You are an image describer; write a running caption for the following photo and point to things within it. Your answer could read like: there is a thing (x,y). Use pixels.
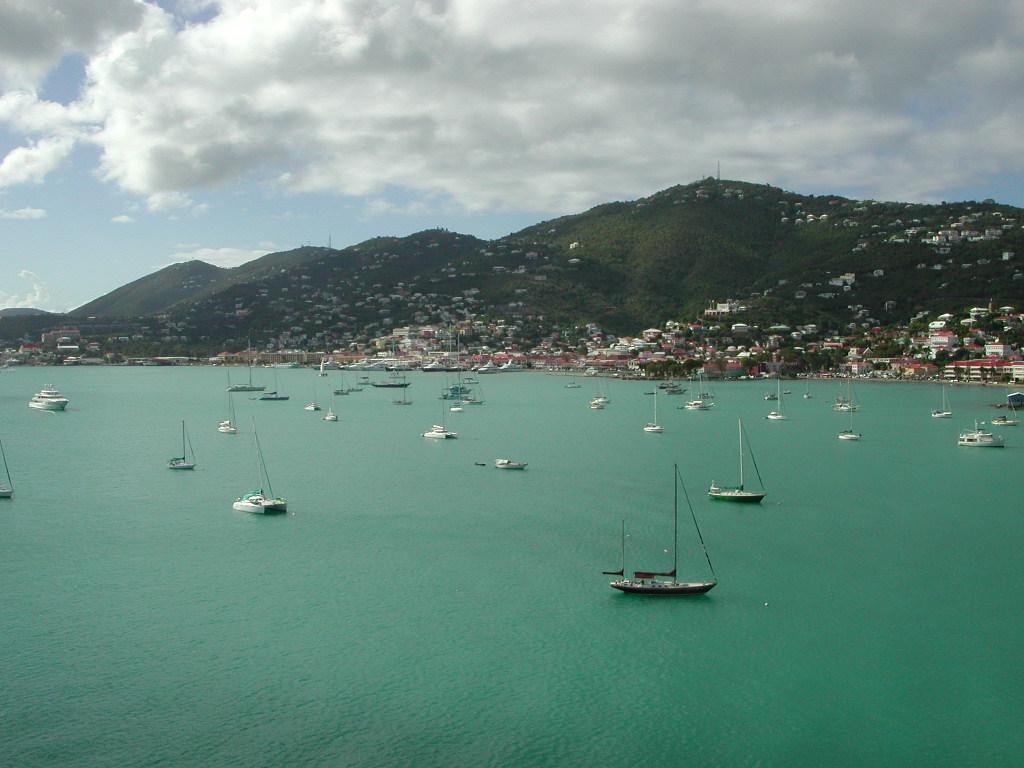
In this picture there are boats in the center of the image (358,364) on the water (971,410) and there are houses (628,365) and trees (657,233) in the background area of the image (582,246).
